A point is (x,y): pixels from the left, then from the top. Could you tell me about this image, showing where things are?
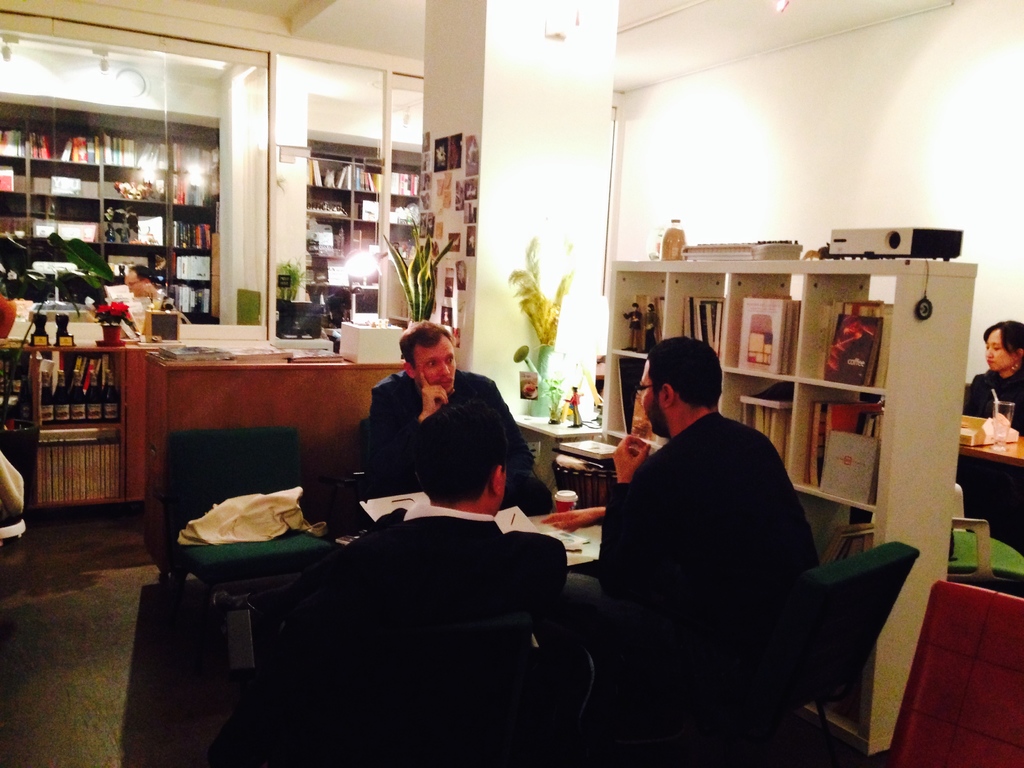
In the center (385,412) we can see three persons (722,455) were sitting on the chair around the table (593,529). On table (584,549), we can see few objects (572,542). In the background (639,211) there is a wall (867,187), pillar (561,201), shelf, table (203,370), light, books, plant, projector (877,251), bottle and few persons (1002,389) were sitting on the chair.
